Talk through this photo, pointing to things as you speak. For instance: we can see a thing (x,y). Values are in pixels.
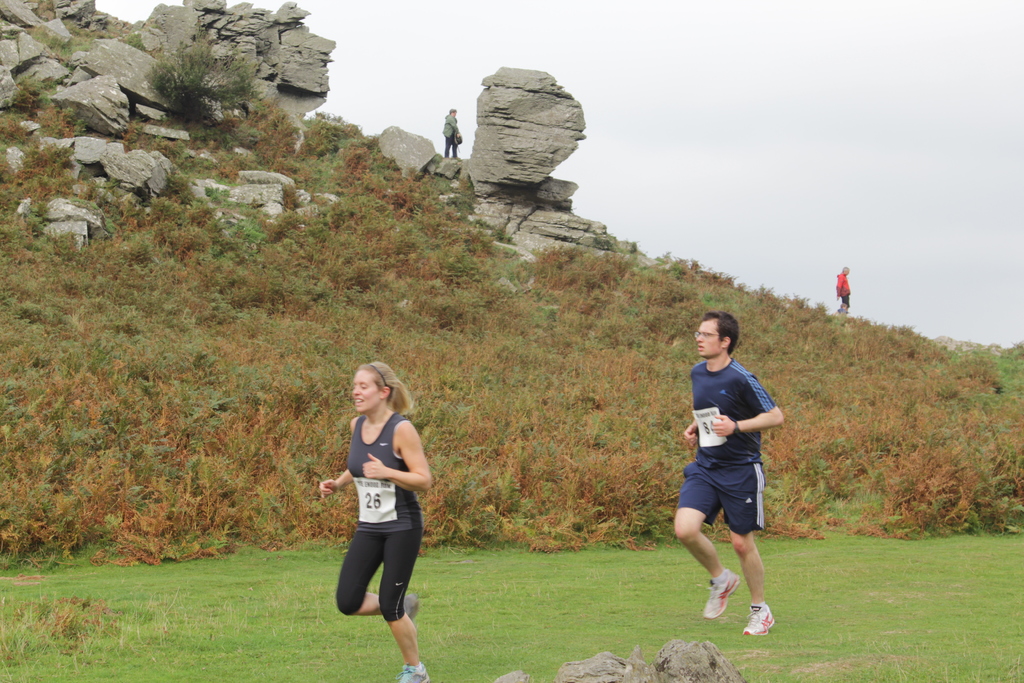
This image is taken outdoors. At the bottom of the image (785,620) there is a ground (349,654) with grass (187,620) on it. At the top of the image (722,89) there is a sky (413,41) with clouds (335,39). In the middle of the image (369,415) a man (736,431) and a woman (388,429) are running on the ground (639,599). In the background (446,431) there is a hill (336,393) with a few plants (239,391) and rocks (159,130) on it. There are two persons (456,121) on the hill (850,320).
